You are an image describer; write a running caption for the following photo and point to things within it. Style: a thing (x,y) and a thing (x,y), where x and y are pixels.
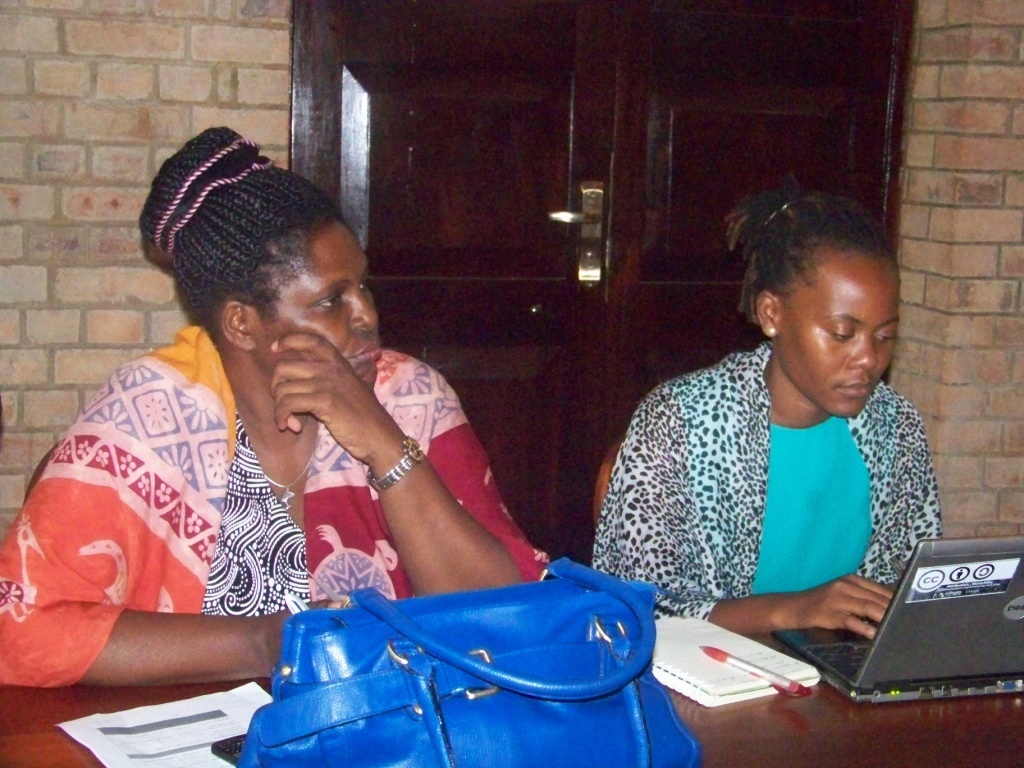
There are two women (317,427) sitting in the chair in front of table (854,753). On the table (144,704) there are some papers (171,733), mobile (218,744), bag (443,732) and some laptop (923,662) here. In the background (144,138) there is a wall (241,108) and a door (505,217) here.
